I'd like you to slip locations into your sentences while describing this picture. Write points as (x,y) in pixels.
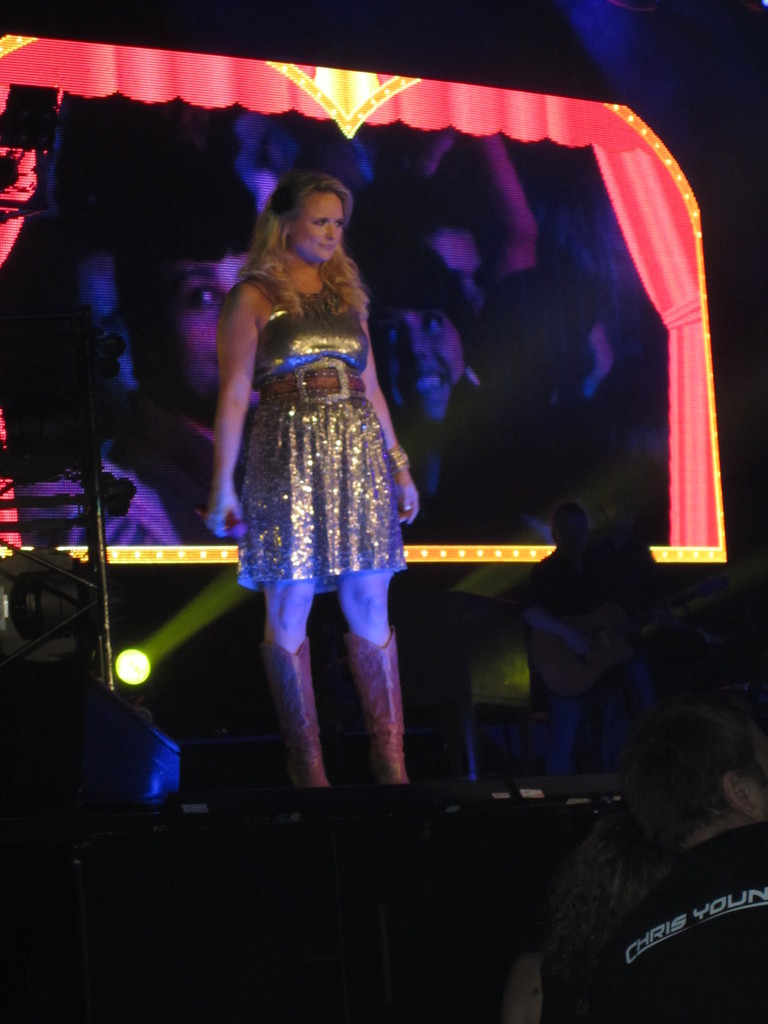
In this image I can see a woman (379,385) is standing and I can see she is wearing golden colour dress (313,456) and brown colour shoes (388,697). In background (150,644) I can see a light (142,665), a screen (66,119) and on it I can see faces (449,400) of few people (439,396). I can also see this image is little bit in dark.
